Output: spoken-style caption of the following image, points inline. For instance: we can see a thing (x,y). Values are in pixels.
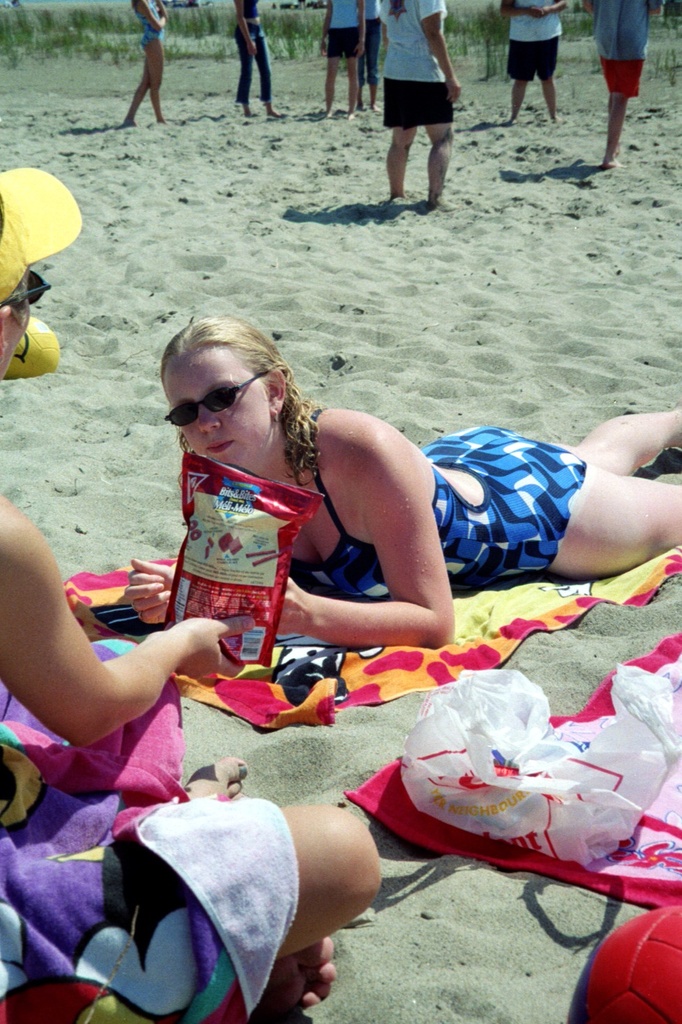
In this image we can see some group of persons (6,587) wearing swimsuit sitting and resting on the ground (246,743) at the seashore (288,756) and in the background of the image (375,81) there are some persons (413,86) standing and there is some grass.
